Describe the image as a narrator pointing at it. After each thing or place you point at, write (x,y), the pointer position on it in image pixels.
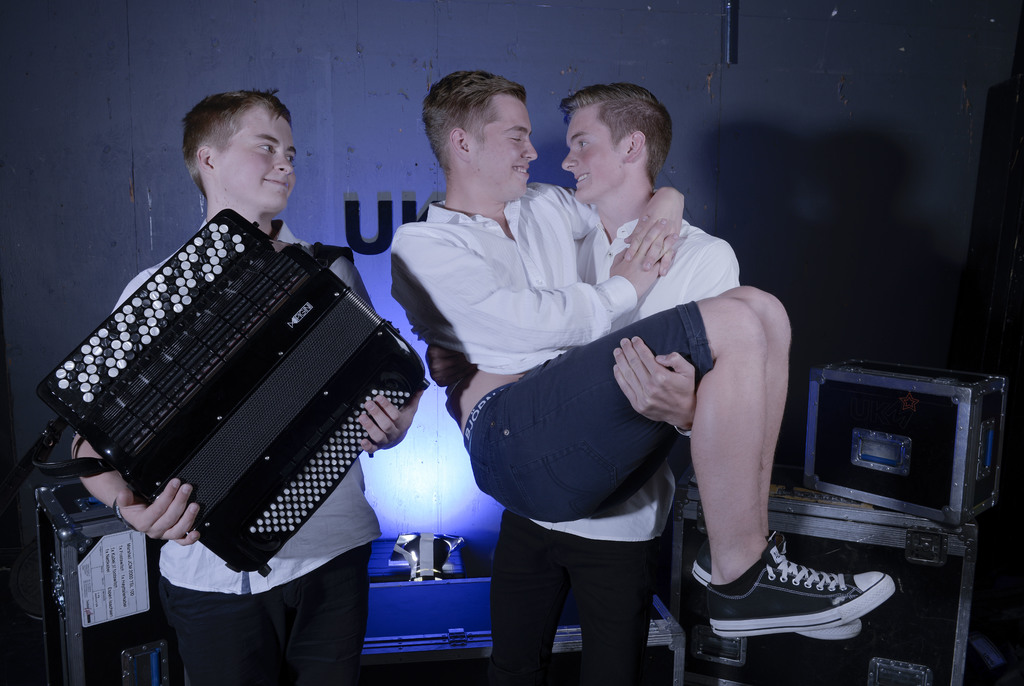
In this image we can see a man (289,238) standing and holding an accordion (264,380), next to him there is a person (651,308) holding a man (623,476). On the right (790,535) there is a stand (803,529) and we can see an object (859,412) placed on the stand (867,558). At the bottom (60,619) we can see cases (57,562). In the background (68,36) there is a wall (478,41) and a board (384,210).
